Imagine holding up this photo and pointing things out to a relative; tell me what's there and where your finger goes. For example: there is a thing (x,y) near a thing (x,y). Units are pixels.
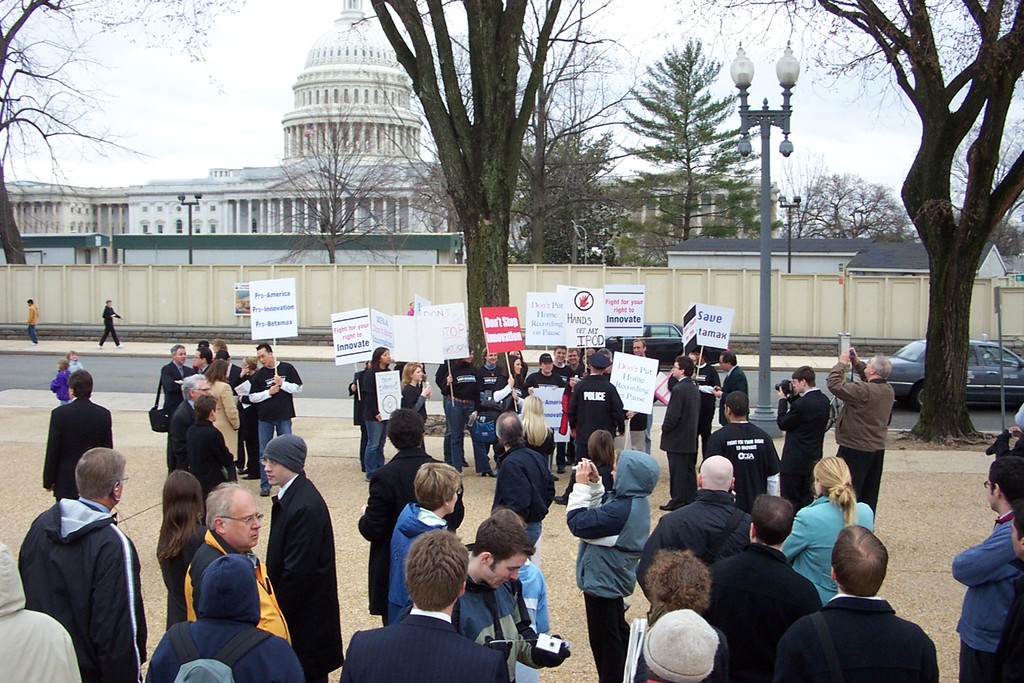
In this image, there are a few people (710,582). Among them, we can see some people (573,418) holding objects (556,333). There are a few buildings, vehicles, trees (476,300) and poles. We can see some boards (622,356) with text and images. We can also see the wall (67,295) and the sky (187,141).
